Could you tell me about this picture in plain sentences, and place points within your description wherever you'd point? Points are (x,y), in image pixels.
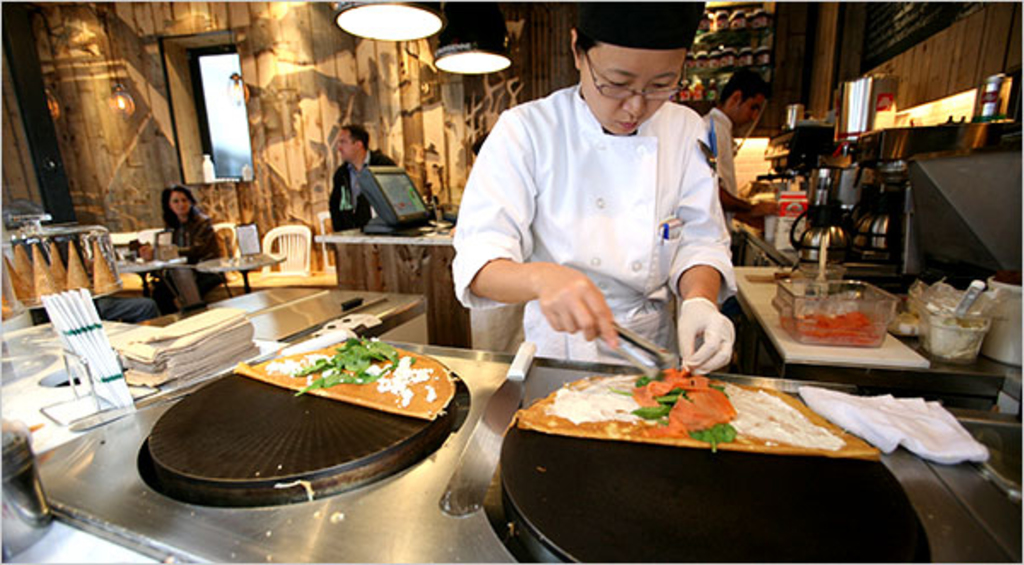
In this picture I can see a woman (553,307) is standing in front of a table (644,434). The woman (563,286) is wearing spectacles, white color dress (618,219) and a hat (666,15). The woman (631,251) is holding some object (616,324). On the tables (463,555) I can see food items (578,433), knife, tissues (167,334) and other objects (377,427). On the right side (888,433) I can see a kettle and other objects (972,336) on the table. On the left side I can see a woman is sitting. In the background (351,117) I can see people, wall (515,79) and lights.
